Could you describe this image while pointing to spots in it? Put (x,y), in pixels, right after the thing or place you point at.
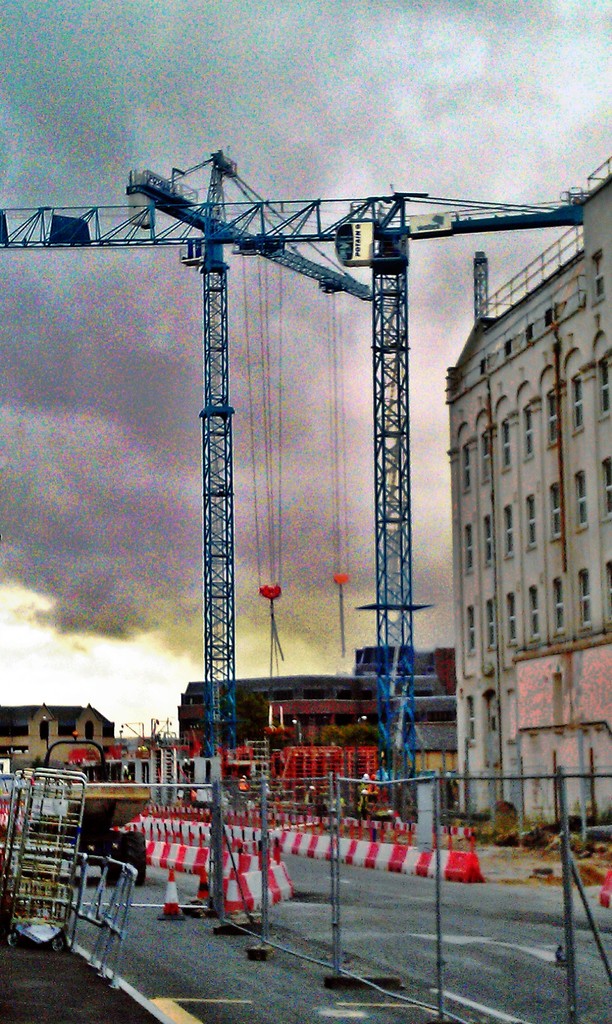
In this picture we can see there are cranes (397,413) and buildings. In front of the cranes (409,697), there are barricades (168,865), traffic cones (171,869) and some other objects (102,796). Behind the cranes (215,260) there is the cloudy sky (3,350).
